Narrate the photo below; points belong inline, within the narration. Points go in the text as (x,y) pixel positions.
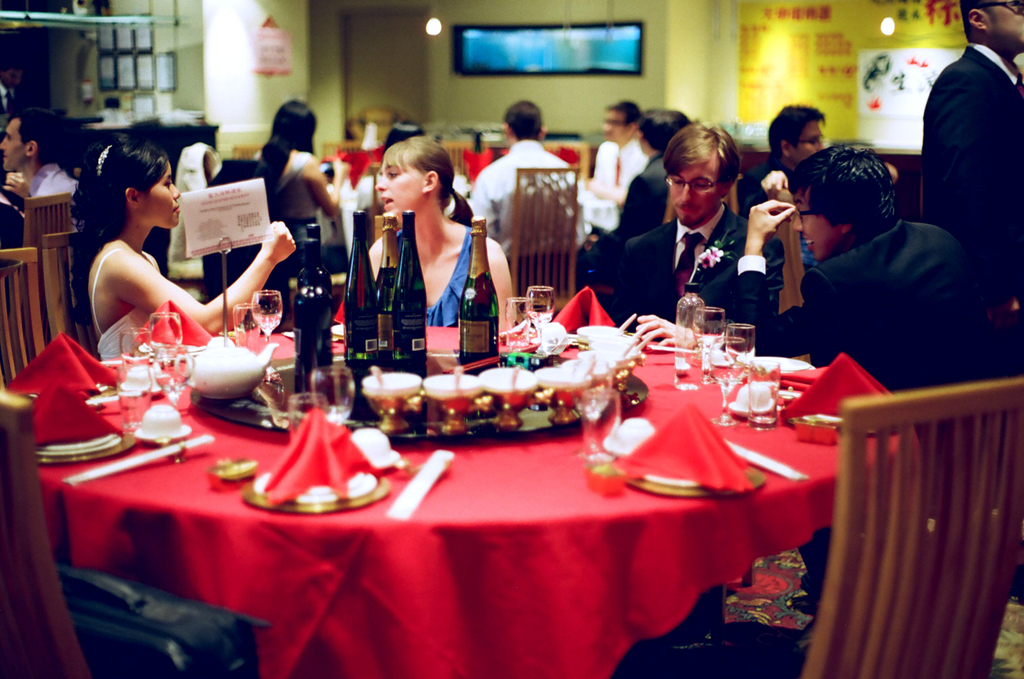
In this image, there are group of people (851,312) sitting on the chair (35,487) in front of the table (608,579) on which bottles (361,351), plates (656,483), bowls (389,421) and food items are kept. In the background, there is a screen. In the left (123,61) window (151,75) is visible. In the right (751,34), wall paintings (778,86) are visible. This image is taken inside a restaurant (467,367).
